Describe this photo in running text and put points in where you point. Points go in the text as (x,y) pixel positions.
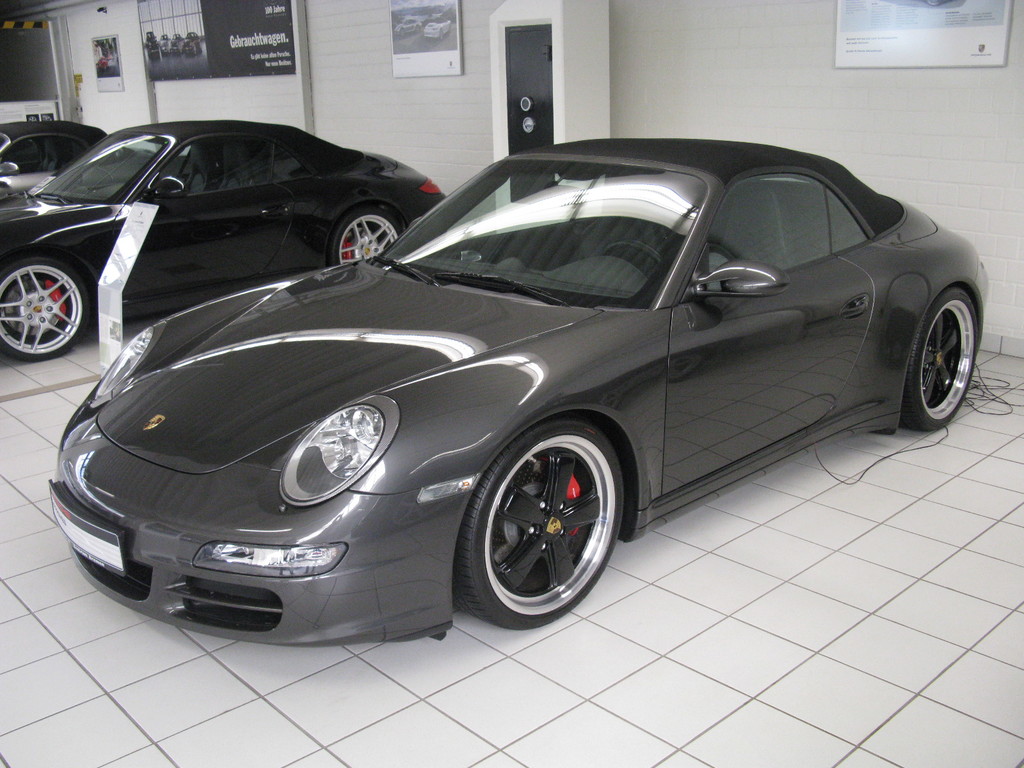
In this image there are boards (188,60), vehicles (591,496), locker (537,65), vehicles (326,355), tile floor (495,699) and objects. Something is written on the boards (402,36). Boards (427,36) are on the wall (323,65).
